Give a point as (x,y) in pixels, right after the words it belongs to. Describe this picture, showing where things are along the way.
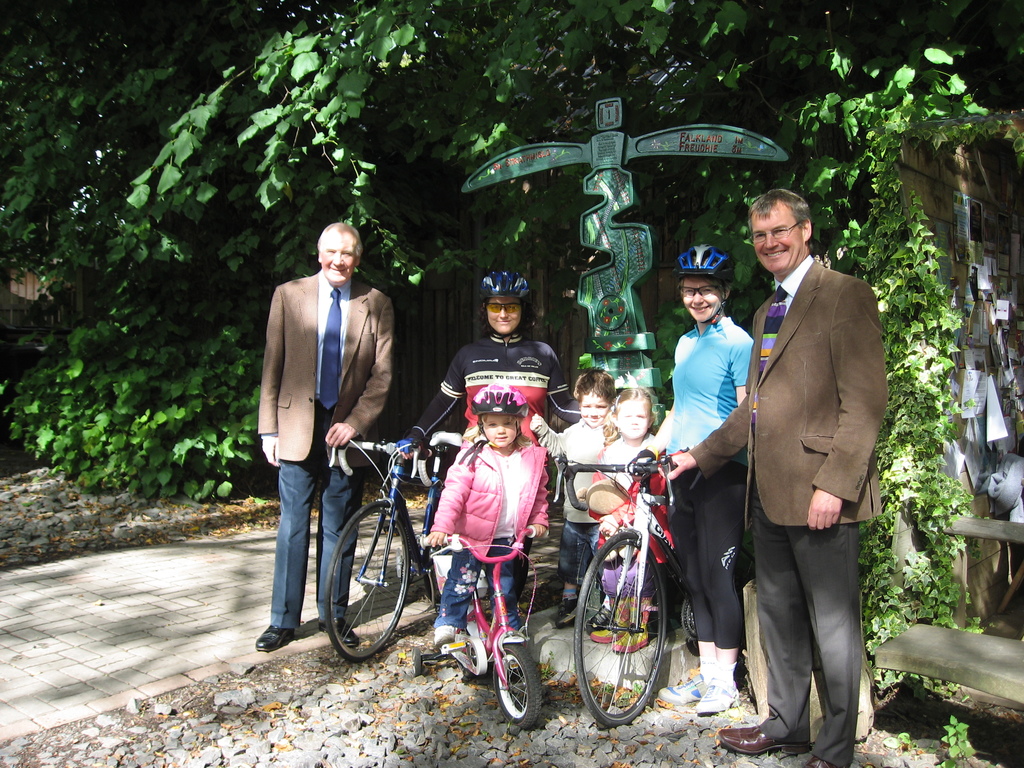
In this image I can see people (720,525) standing. Few people (826,574) are holding bicycles (577,621). There is a sculpture (601,169) and trees (11,143) at the back (573,165).
